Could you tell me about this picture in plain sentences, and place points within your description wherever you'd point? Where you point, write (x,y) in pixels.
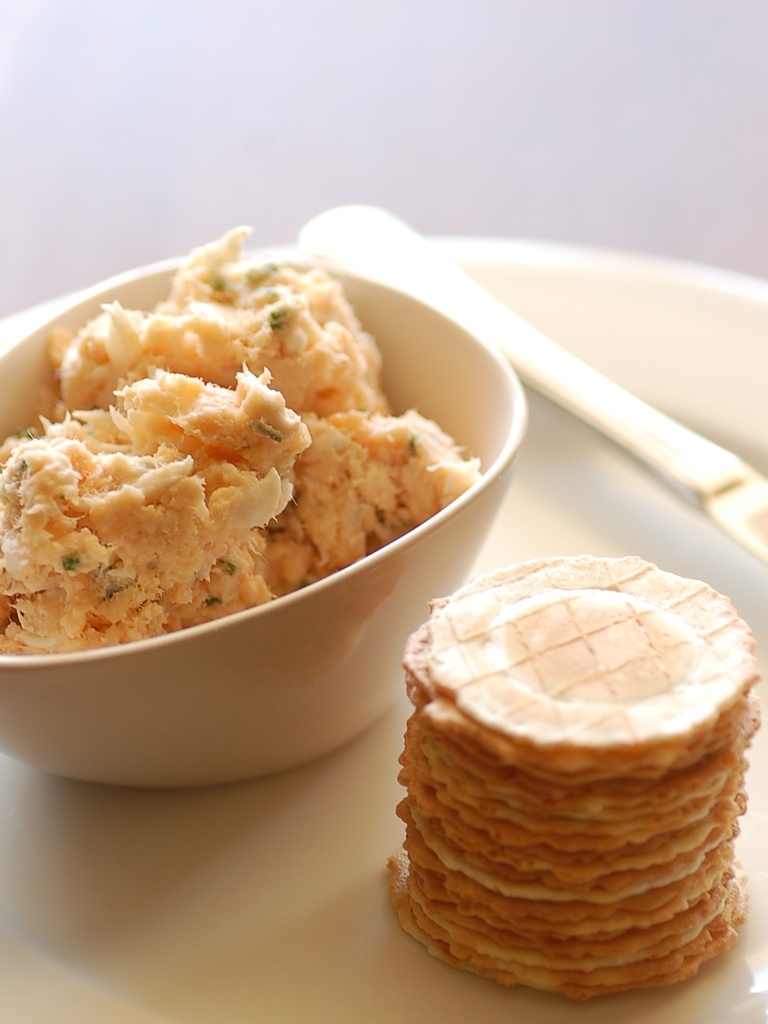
In this image we can see a bowl (401,539) of food item (281,473) and we can also see some food items (574,747) placed on a white plate (281,921) and on the white plate (281,921) there is a knife (501,343).
